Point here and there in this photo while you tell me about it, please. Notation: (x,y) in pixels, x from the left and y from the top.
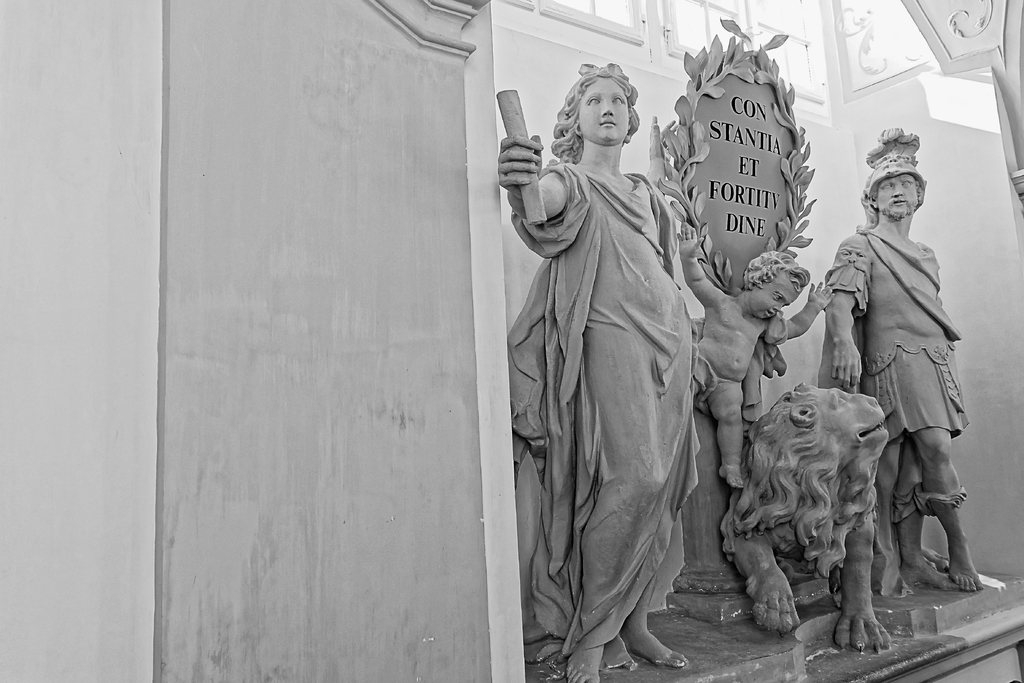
On the right (726,355) there are sculptures (577,622) of a woman (608,452), kid (730,372), lion (758,455) and a man (900,239). At the top (672,22) there are windows (722,28). On the left (219,128) it is wall (264,357) painted white.
